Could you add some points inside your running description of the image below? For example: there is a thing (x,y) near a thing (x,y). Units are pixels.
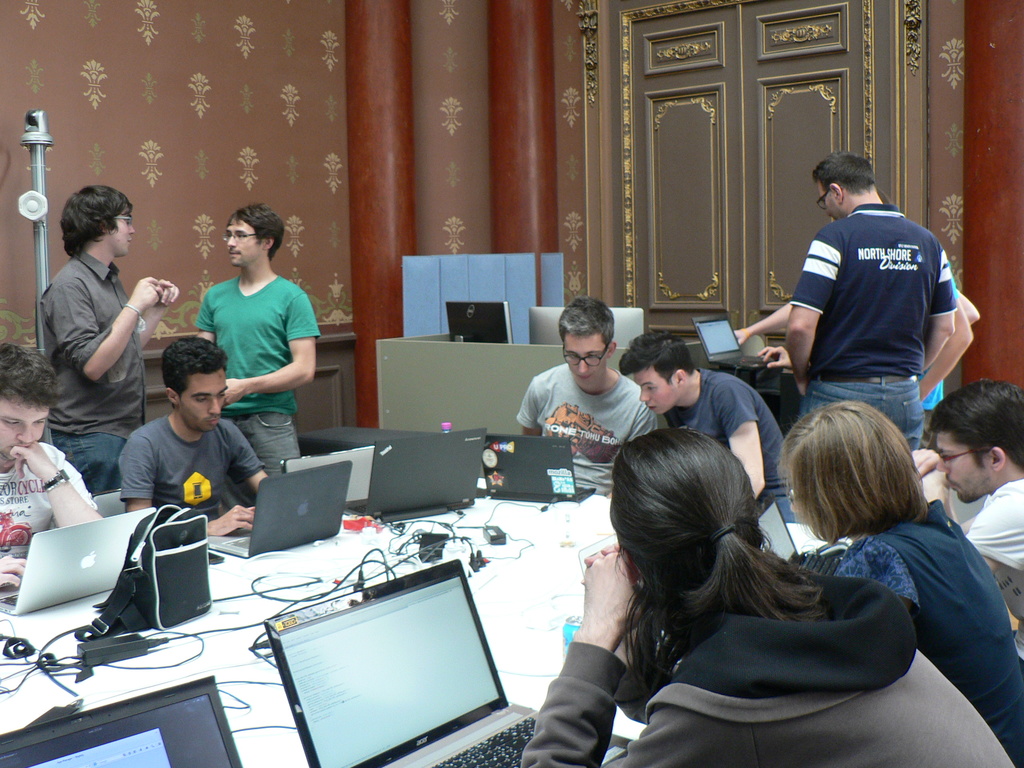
In this image there are people (615,412) sitting on chairs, in the middle (480,479) there is a table (548,656), on that table (513,511) there are laptops (339,651), wires (249,704), bag (167,572), in the background (236,387) there are people (103,388) standing and there are tables (444,371), on that table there are laptops (718,344) and there is a wall (953,158).
